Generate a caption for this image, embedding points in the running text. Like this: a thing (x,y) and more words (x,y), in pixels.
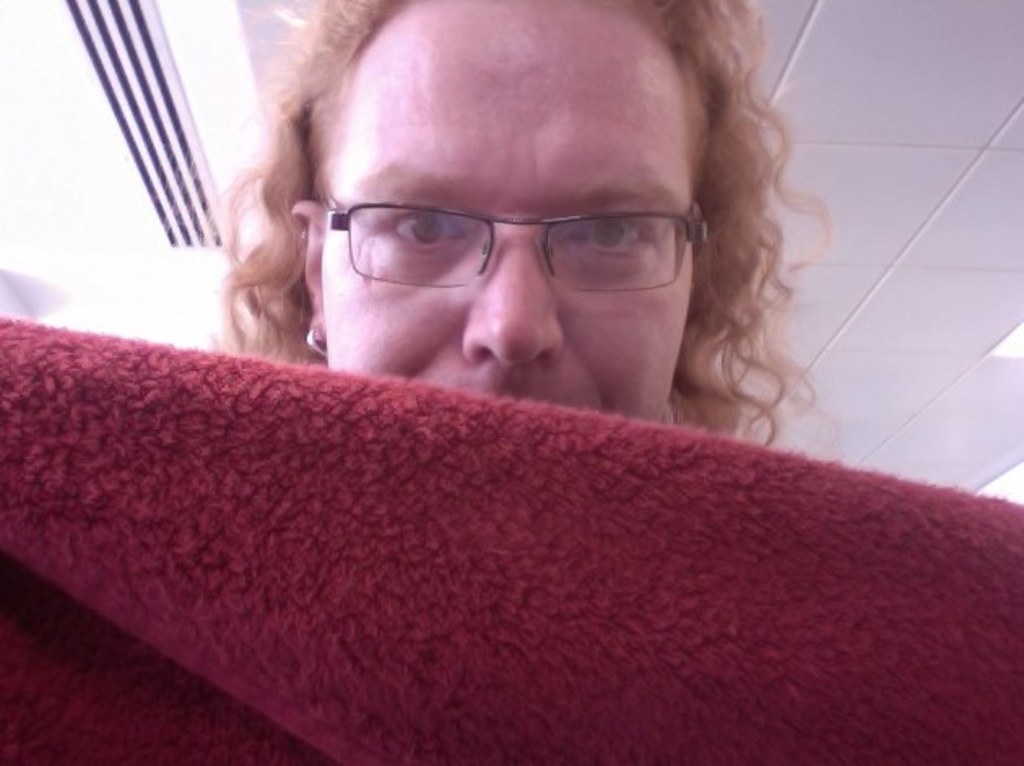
In this image we can see a person (622,284) with long hair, wearing spectacles (391,265) is holding a cloth (301,508) in his hands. In the background (1003,483) we can see lights (1015,337) and air conditioner vent (167,87).
